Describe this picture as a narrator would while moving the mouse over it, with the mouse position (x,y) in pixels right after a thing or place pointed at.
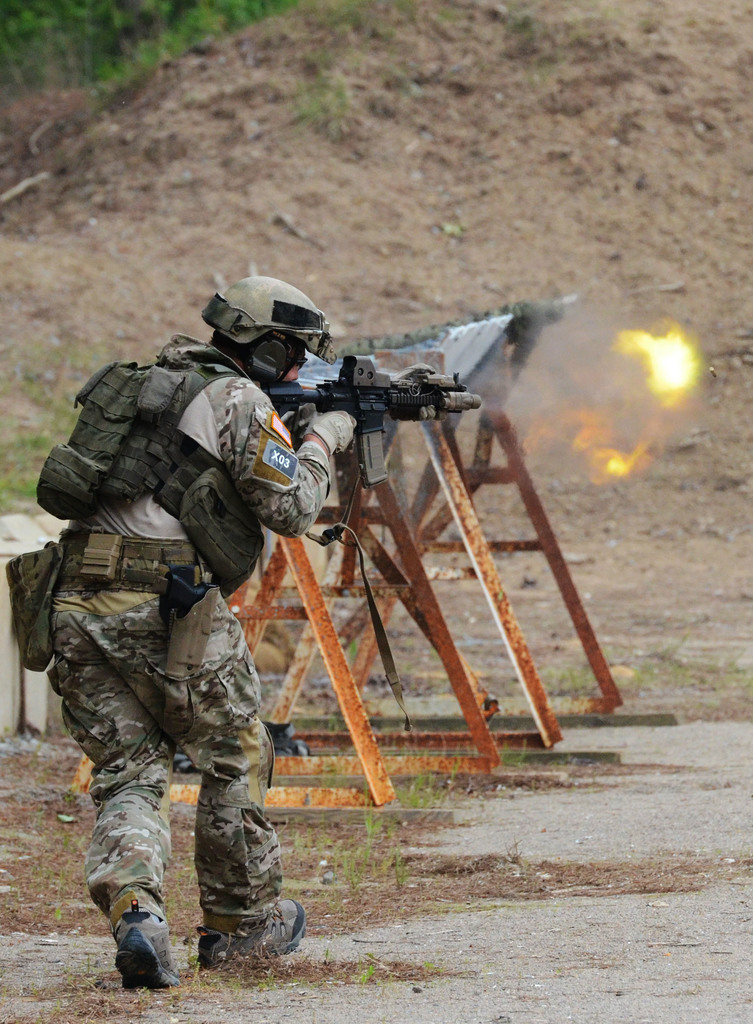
In the center of the image (259,383) we can see person (96,707) running on the ground (202,975) holding a gun (368,364). In the background (424,337) we can see equipment (302,577), grass (171,38) and ground (437,212).
